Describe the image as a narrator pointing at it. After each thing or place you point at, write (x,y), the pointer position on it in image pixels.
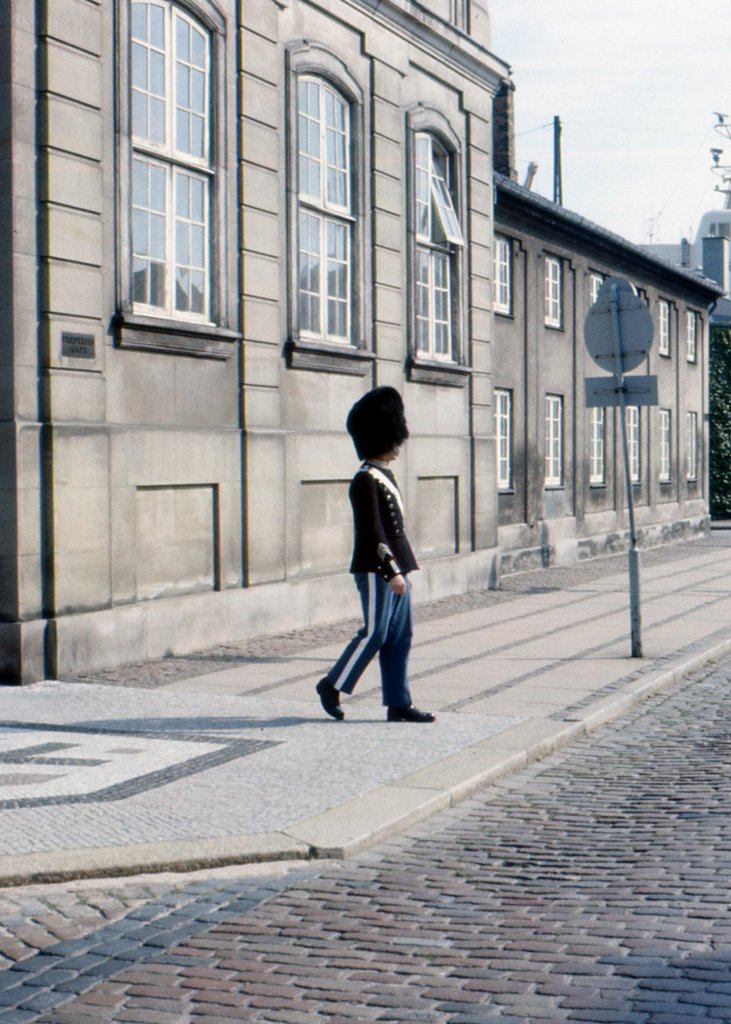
There is a person (376,447) walking and we can see boards (616,369) on pole (621,377). Here we can see building (592,520) and windows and we can see sky (664,118).
